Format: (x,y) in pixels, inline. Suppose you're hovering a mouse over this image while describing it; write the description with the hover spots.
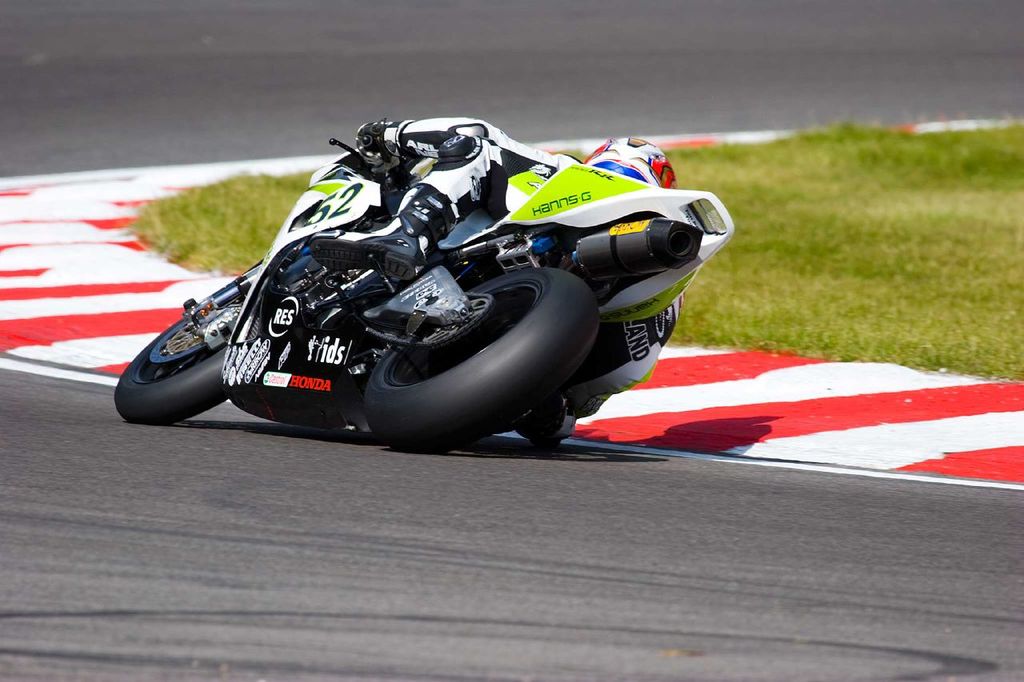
A person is riding a motorcycle (502,369) on the road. There is grass (883,216) at the right (908,256).
